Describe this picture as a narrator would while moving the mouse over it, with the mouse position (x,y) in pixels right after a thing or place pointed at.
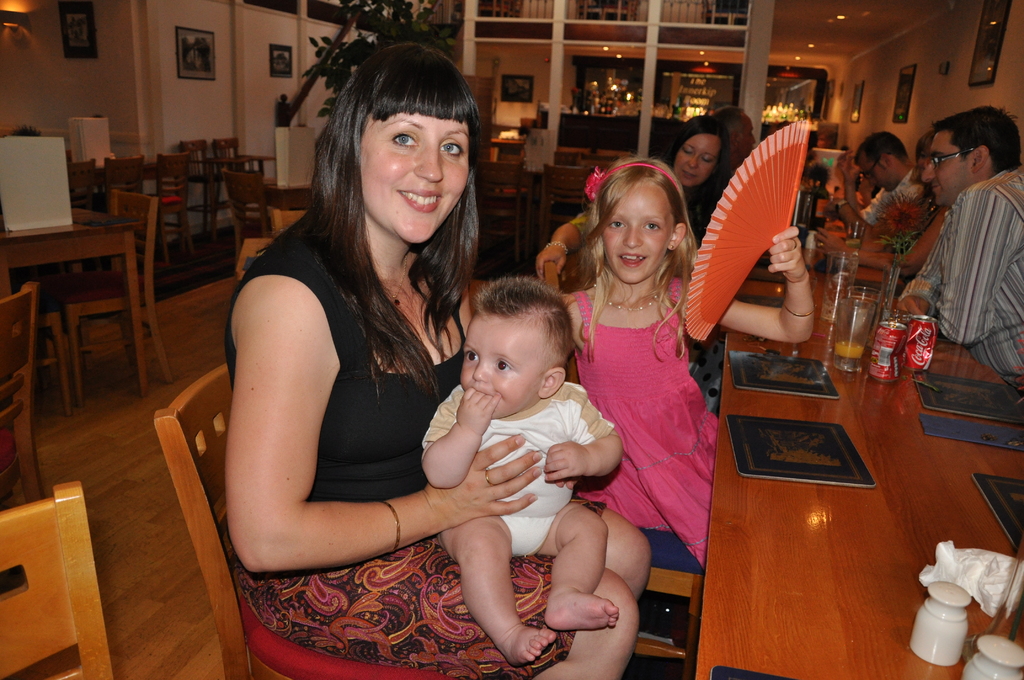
In this image we can see some group of persons (755,304) sitting on chairs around table (848,535) on which there are some coke tins (888,332), glasses (834,306), tissues (941,559) and there are some menu cards (989,394), on left side of the image (178,200) there are some tables (114,236) and chairs (28,317) and in the background of the image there are some pictures (62,8) and paintings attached to the wall (497,65), there is a plant (332,105) and there are some lights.
